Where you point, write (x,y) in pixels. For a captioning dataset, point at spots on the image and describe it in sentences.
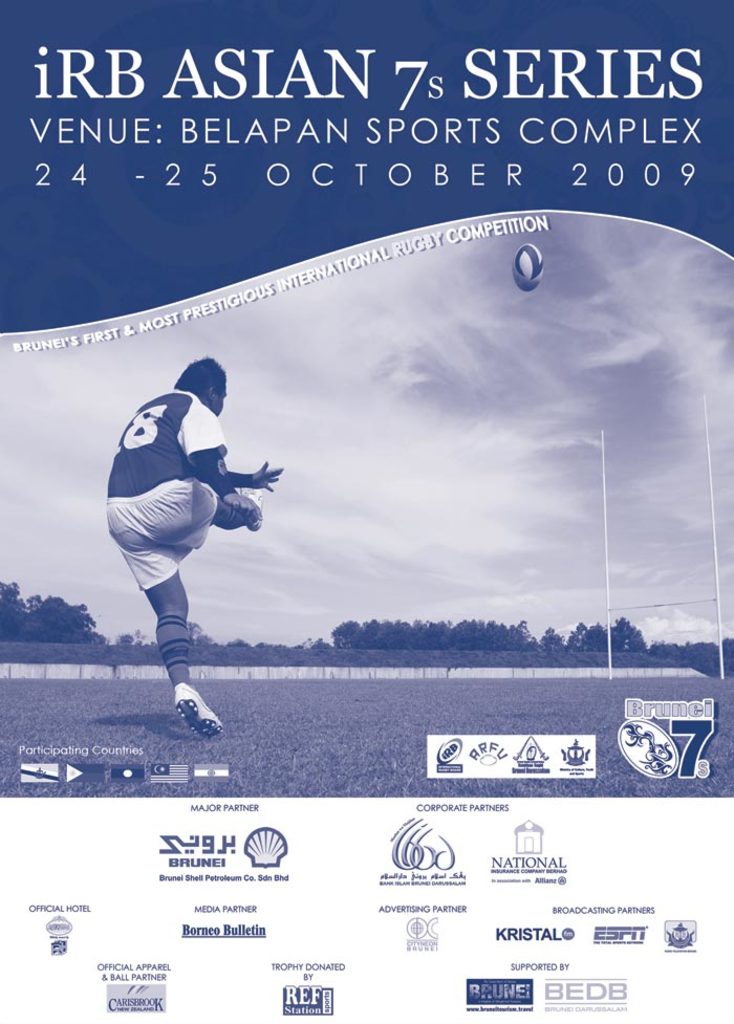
In this picture we can see a poster (391,830), here we can see a person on the ground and we can see a ball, trees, sky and some text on it.
